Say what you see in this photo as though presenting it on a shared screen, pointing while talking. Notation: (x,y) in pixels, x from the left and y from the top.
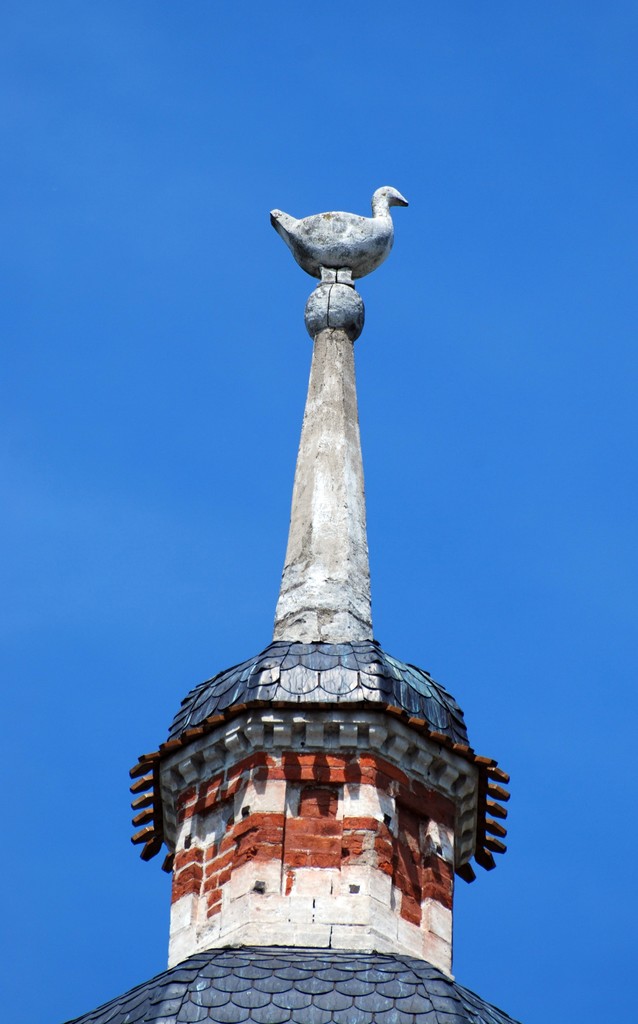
In this picture we can see a building (156,773) with a statue of a bird (347,236) on it and in the background (289,383) we can see the sky (488,652).
